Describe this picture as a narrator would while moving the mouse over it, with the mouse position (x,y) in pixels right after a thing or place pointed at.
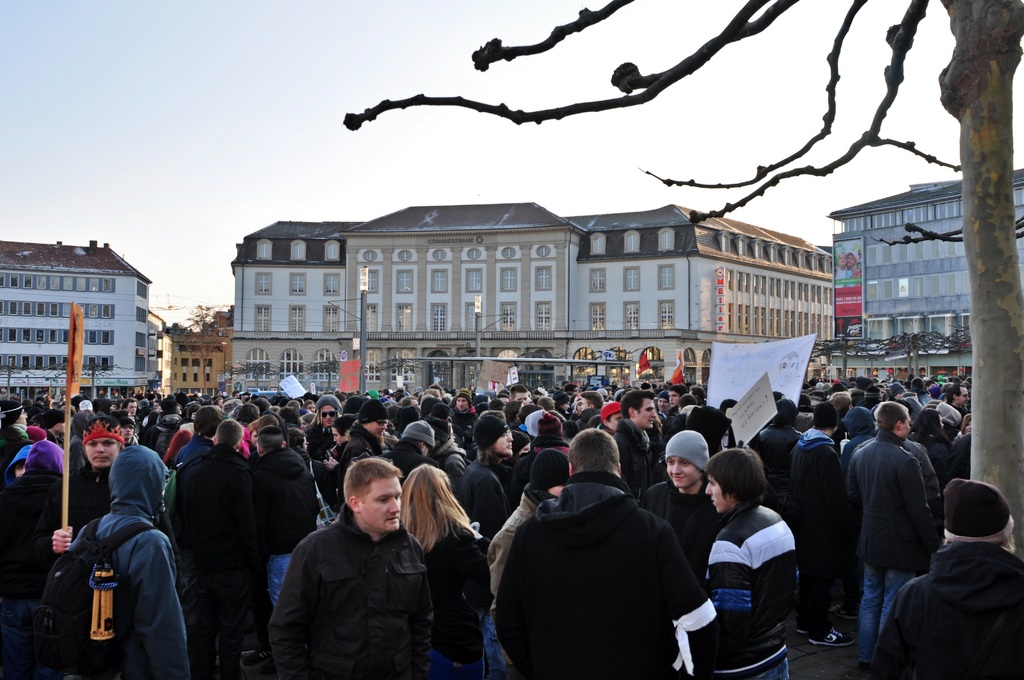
At the bottom of the image (323,497) we can see many people (634,503) standing and holding boards (772,388). In the background (545,322) there are buildings (639,295). On the right (978,283) we can see a tree (973,181). At the top (388,111) there is sky (305,112).
